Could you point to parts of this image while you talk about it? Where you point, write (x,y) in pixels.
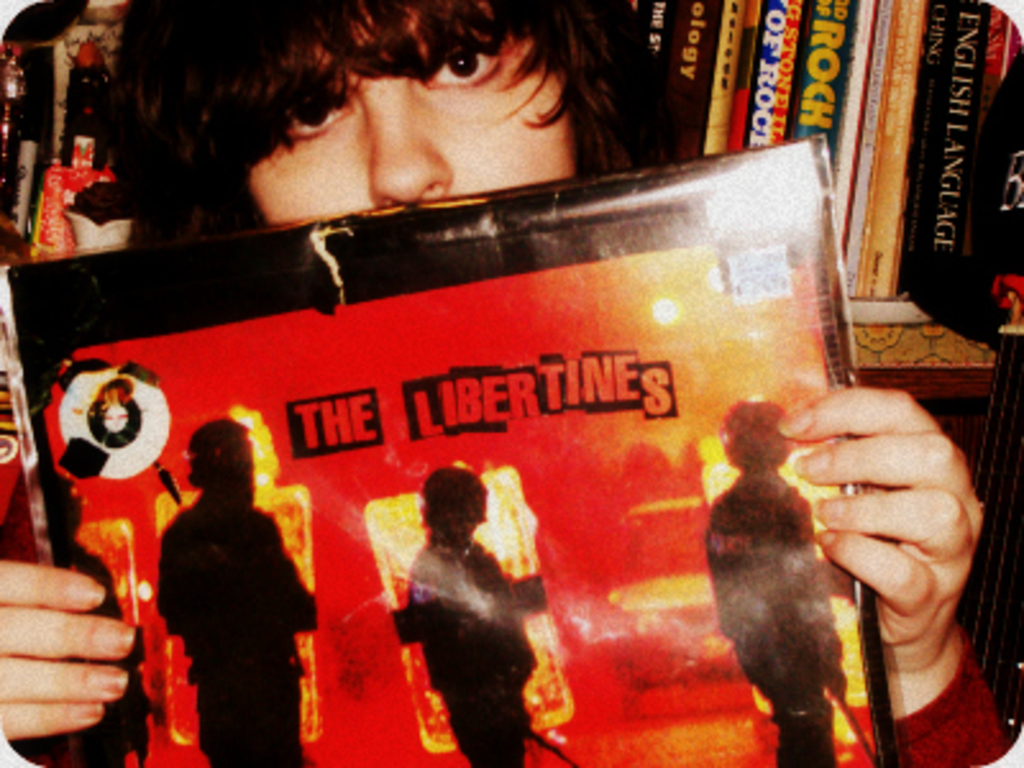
In this image, we can see a person (555,96) holding a board (297,276) with his hands (840,423). There are books (821,98) in the top right of the image (954,192).
